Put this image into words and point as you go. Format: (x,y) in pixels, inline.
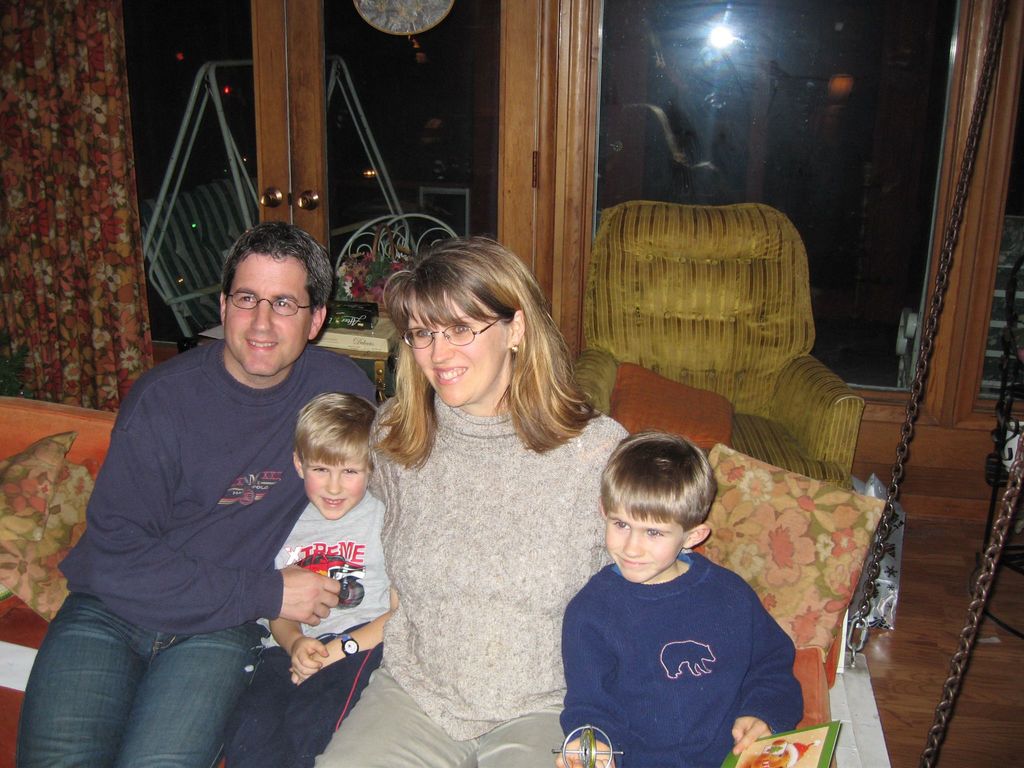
In this picture we can see four people (517,707) and they are smiling and in the background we can see pillows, chairs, curtain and glass doors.
